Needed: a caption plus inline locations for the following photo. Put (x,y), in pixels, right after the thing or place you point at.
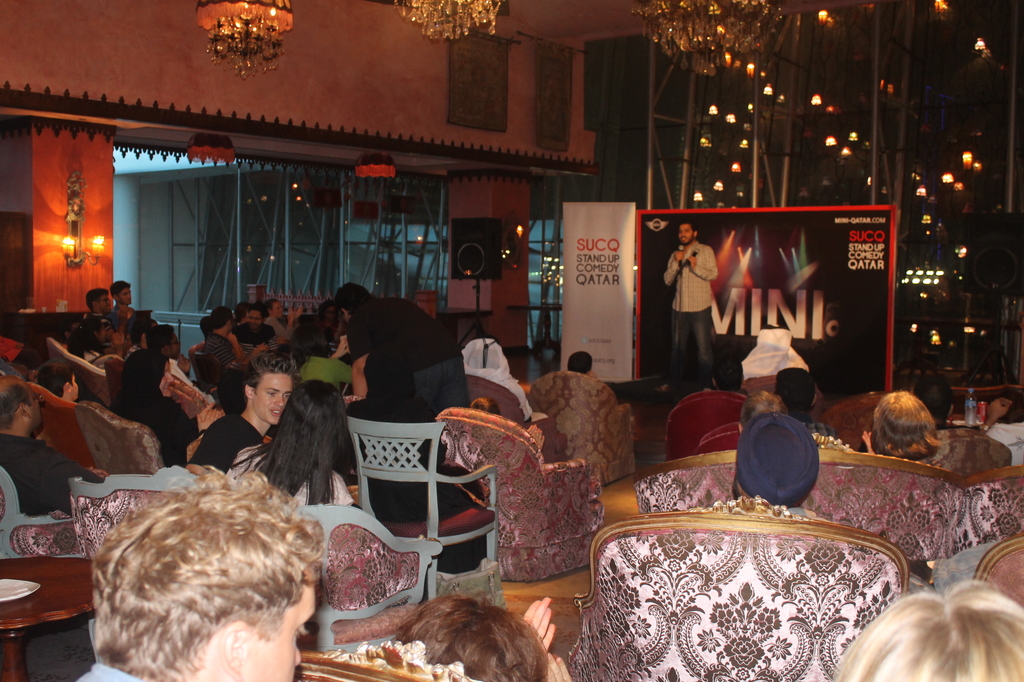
Persons (380,340) are sitting on a chair (772,557). Far there is a banner (753,215). In-front of this banner (731,281) person (699,316) is standing and holding a mic (678,260). This is speaker (471,268) with stand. Far there are lights (72,236).
